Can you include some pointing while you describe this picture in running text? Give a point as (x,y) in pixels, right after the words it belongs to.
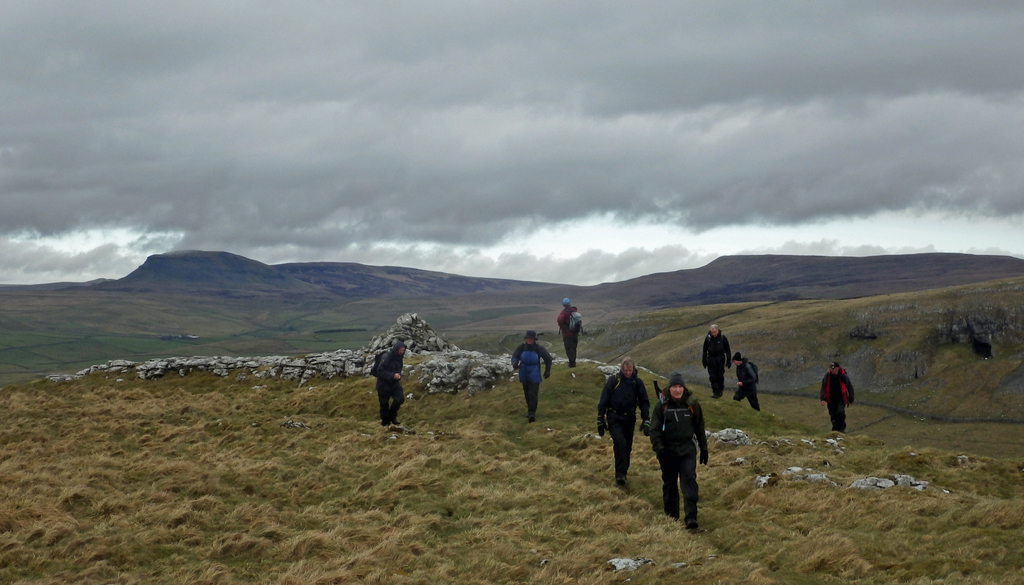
In this image we can see persons (572,349) walking on the ground (406,377). In the background (379,328) there are hills (423,293), sky (712,174) with clouds (461,194) and stones (143,366).
